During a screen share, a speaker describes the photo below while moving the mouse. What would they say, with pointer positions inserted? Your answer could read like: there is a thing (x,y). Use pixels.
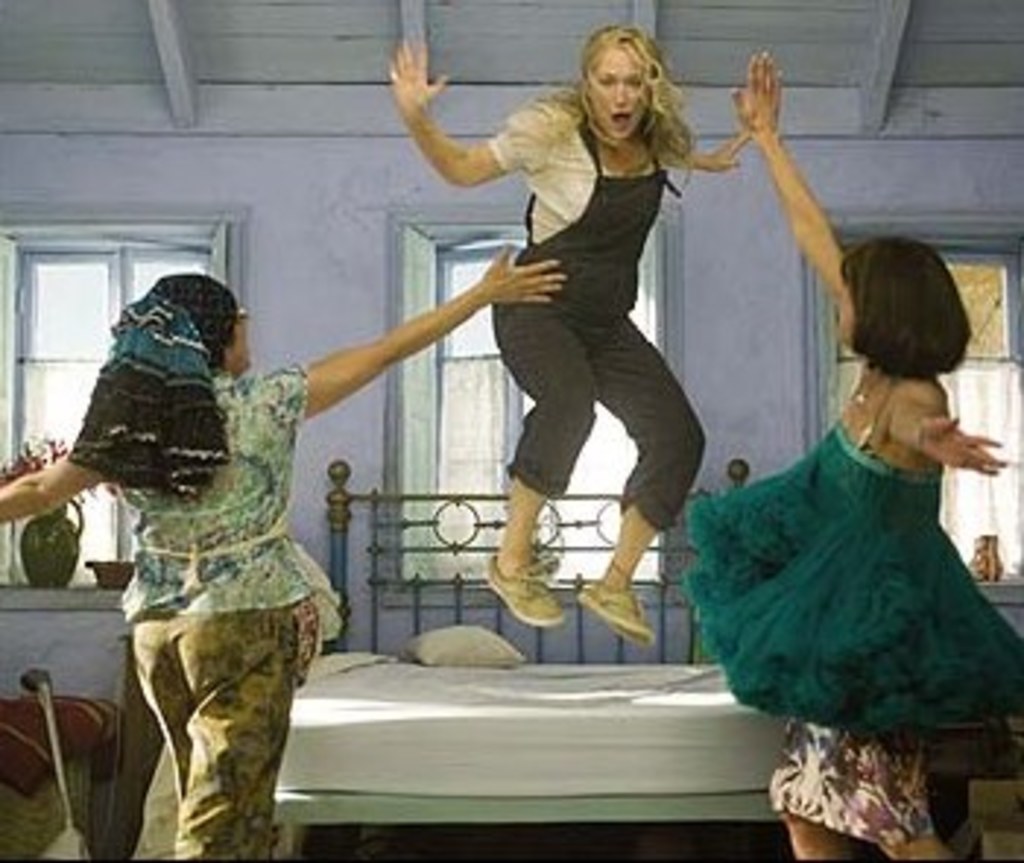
In front of the image there are two women (168,604). In front of them there is a woman (551,237) jumping in the air, behind the woman (519,368) there is a metal rod bed (375,599) with mattress (459,694) and a pillow (454,641) on it. Besides the bed (442,705) there are some objects (63,713) on the floor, behind the bed (425,714) there are glass windows (62,361) with curtains (41,426) on it. On the platform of the windows (114,534) there are some objects (59,546). At the top of the image (97,60) there is a wooden rooftop (271,86).
